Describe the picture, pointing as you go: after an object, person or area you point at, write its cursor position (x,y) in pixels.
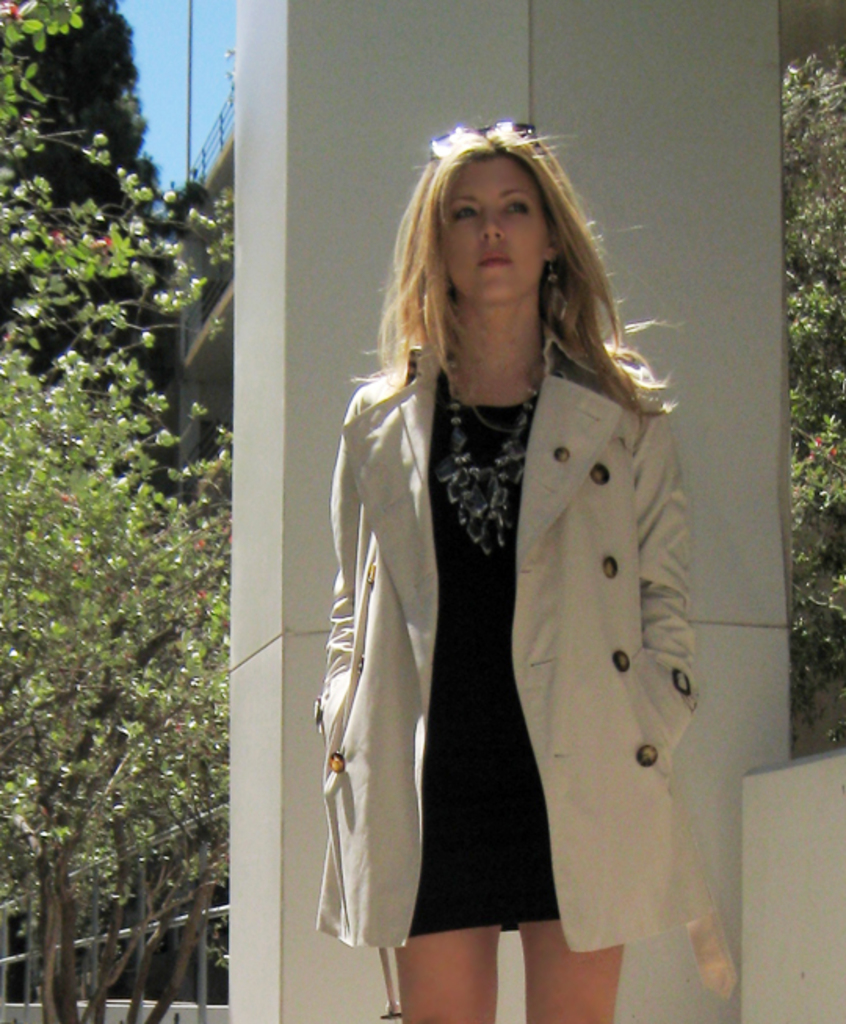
In the center of the image (477,470) we can see a lady (536,616) is standing and wearing a coat (545,513), chain (485,547), goggles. In the background of the image (507,978) we can see a pillar (258,220), building (231,151), railing (222,128), trees (178,798), rods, pole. In the top left corner (185,91) we can see the sky (156,57).
